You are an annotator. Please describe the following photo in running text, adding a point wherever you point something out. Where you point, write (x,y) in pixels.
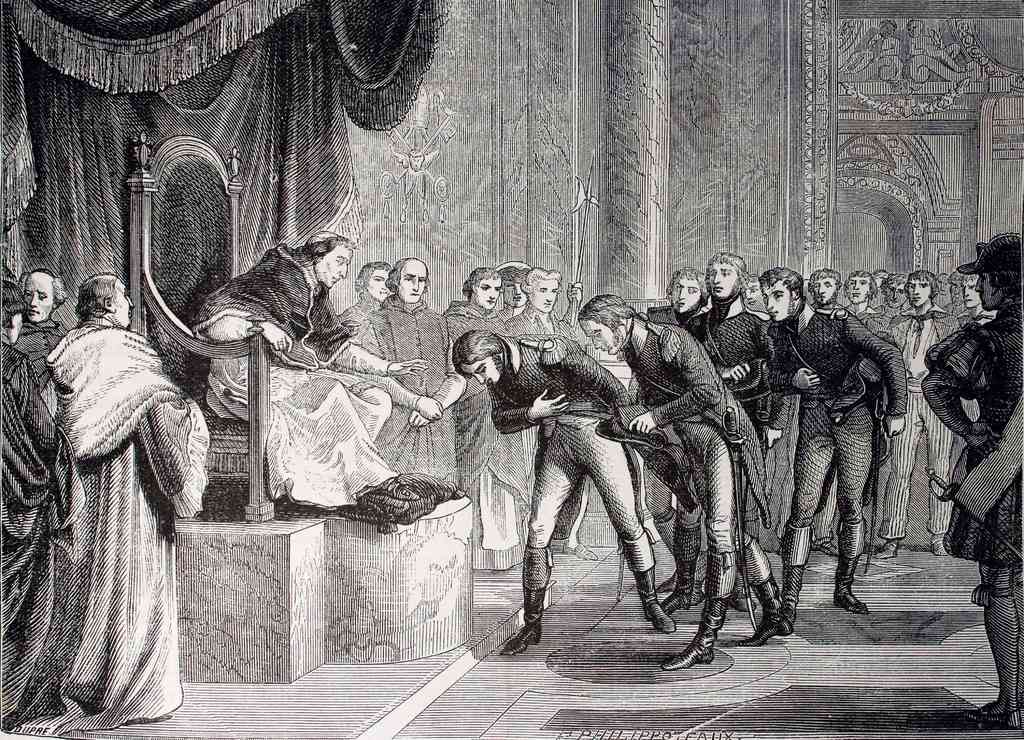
In this image I can see the sketch of few people (498,513) with dresses (561,489). I can see these people (650,424) are standing and one person (277,388) is sitting on the chair (180,300). In the background (202,87) I can see the wall (579,131) and the curtain (125,91). And this is a black and white image.
